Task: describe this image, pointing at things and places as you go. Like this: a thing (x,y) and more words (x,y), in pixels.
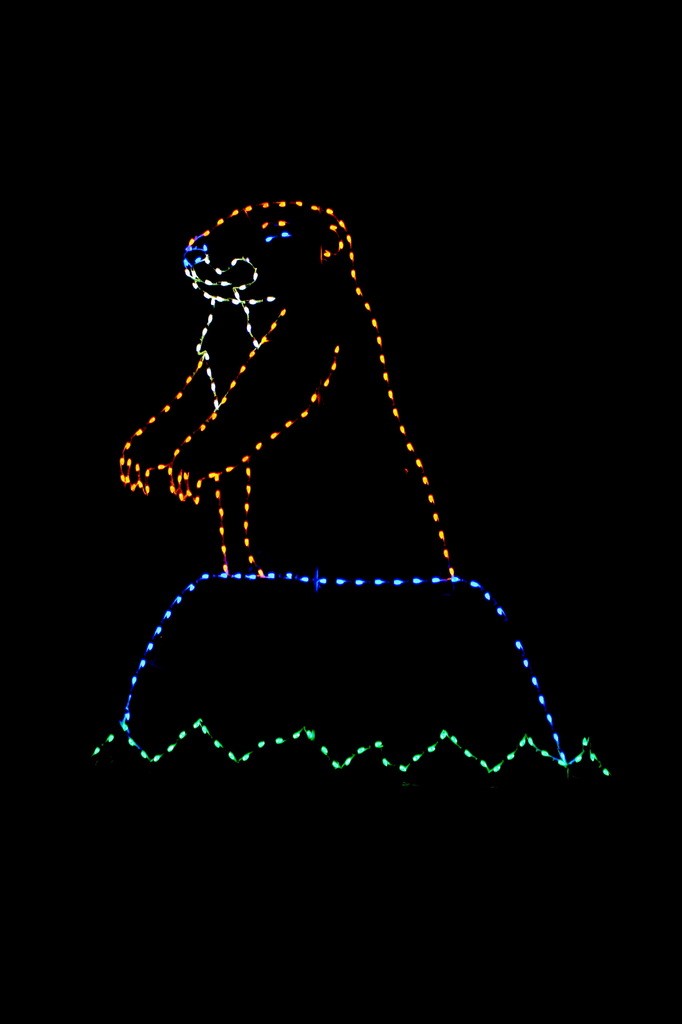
In this image I can see lights (254,562) and I can see colour of these lights (234,753) are green, blue, orange and white. I can also see this image is little bit in dark.
